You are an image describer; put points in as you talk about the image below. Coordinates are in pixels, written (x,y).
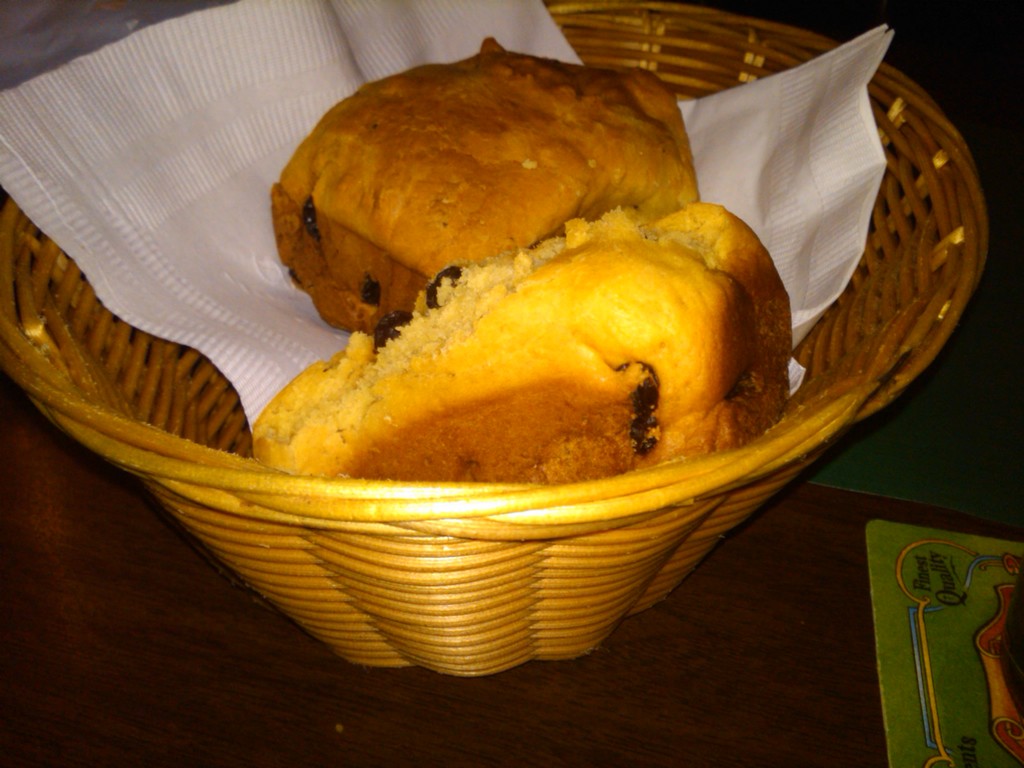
These are the buns (564,278) in the basket (431,525), this is the white color tissue (193,195).
